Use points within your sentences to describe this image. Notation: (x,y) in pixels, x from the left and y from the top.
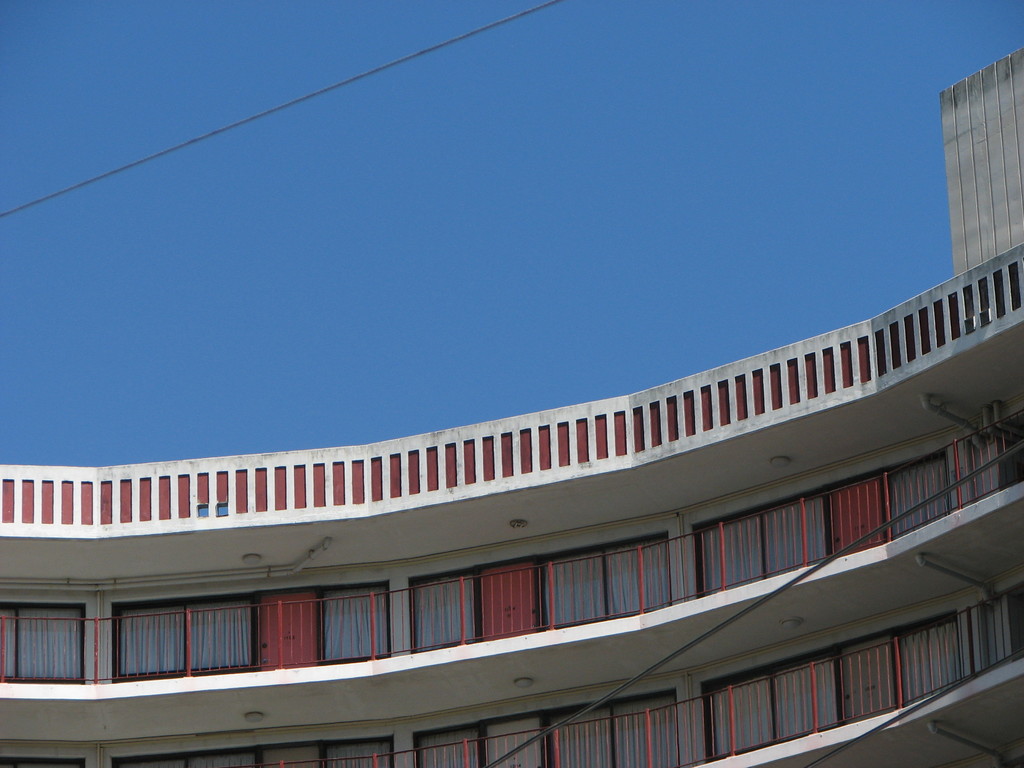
It is the image of a building (258,587), it has many windows (385,647) and doors (295,636). In the image only two floors (746,616) of the building (782,536) are visible, in the background (324,249) there is a sky (201,301).
